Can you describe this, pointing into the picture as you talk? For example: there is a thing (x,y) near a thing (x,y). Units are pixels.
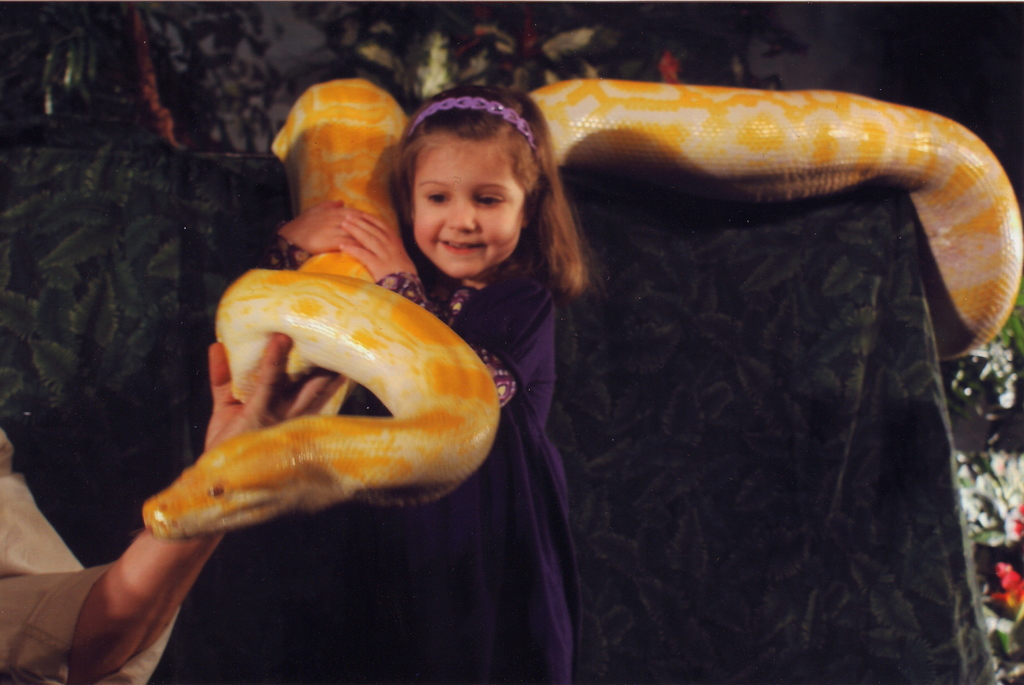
In this image I see a girl (494,108) who is holding the snake (321,189) and I can also see a person's hand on the snake (368,288). In the background (189,328) I see the cloth (285,182).
